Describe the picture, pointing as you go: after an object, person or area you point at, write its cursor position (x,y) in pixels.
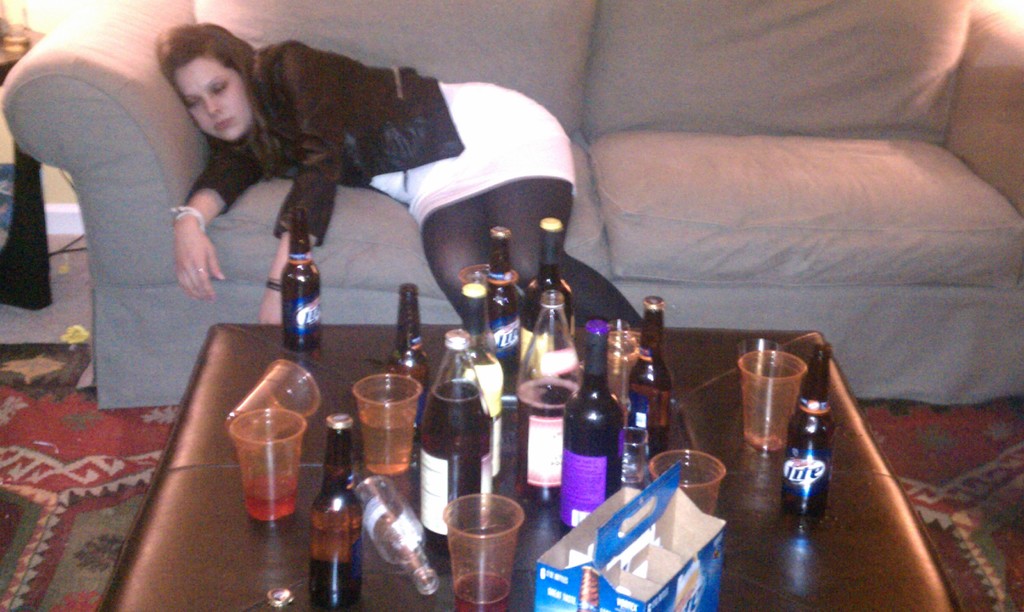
In this image i can see a woman (294,104) laying on a couch (366,194) there are few bottles (588,409), glasses (474,567), box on a table (765,532).
